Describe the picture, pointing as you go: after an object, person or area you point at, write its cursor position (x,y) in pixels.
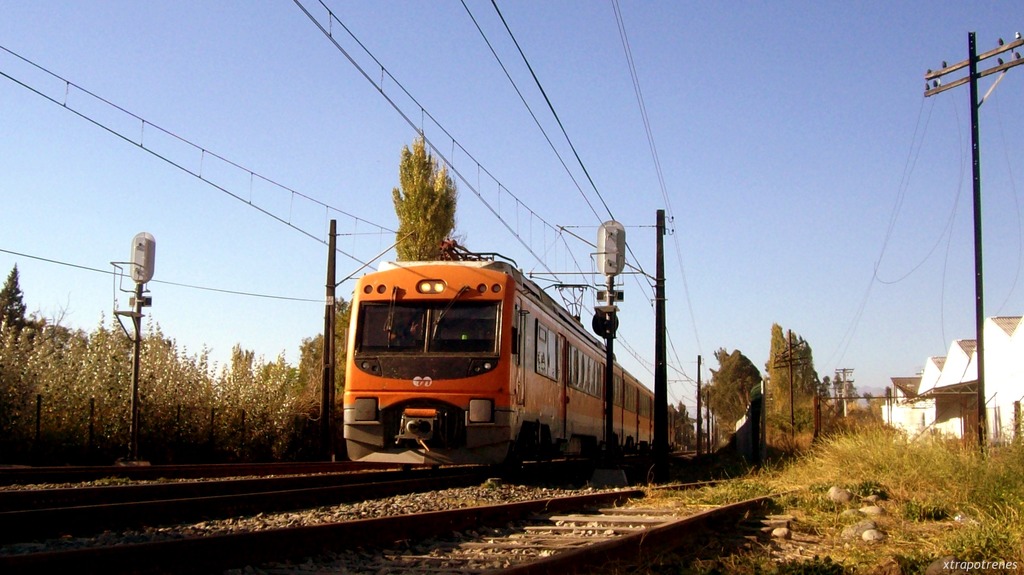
In the center of the image (417,352), we can see a train (402,444) on the track (479,478) and in the background (136,274), there are poles (139,288), lights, wires (532,219), buildings (918,377) and trees (734,368). At the bottom (730,494), there are stones (873,509) and there is grass (890,494). At the top (600,165), there is sky (638,106).
